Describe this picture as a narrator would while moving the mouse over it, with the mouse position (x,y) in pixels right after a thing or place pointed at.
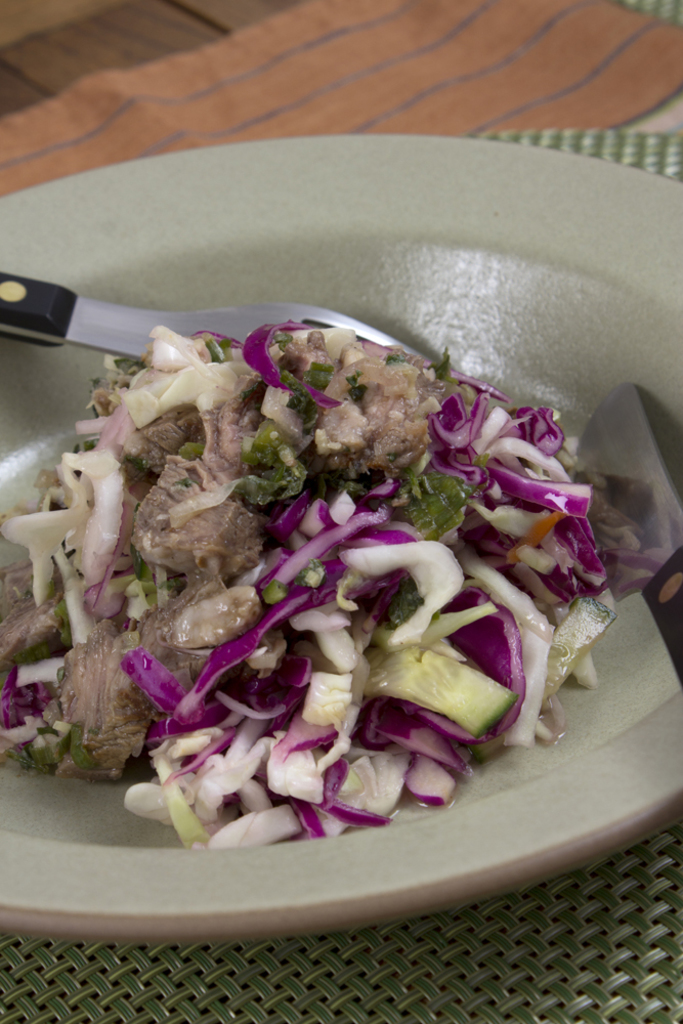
In this image we can see a plate (497,184) on a mat (371,979). On the plate (507,176) there is a salad (177,517) with pieces of vegetables (319,506). And there is a fork (173,322) and knife (610,546).
